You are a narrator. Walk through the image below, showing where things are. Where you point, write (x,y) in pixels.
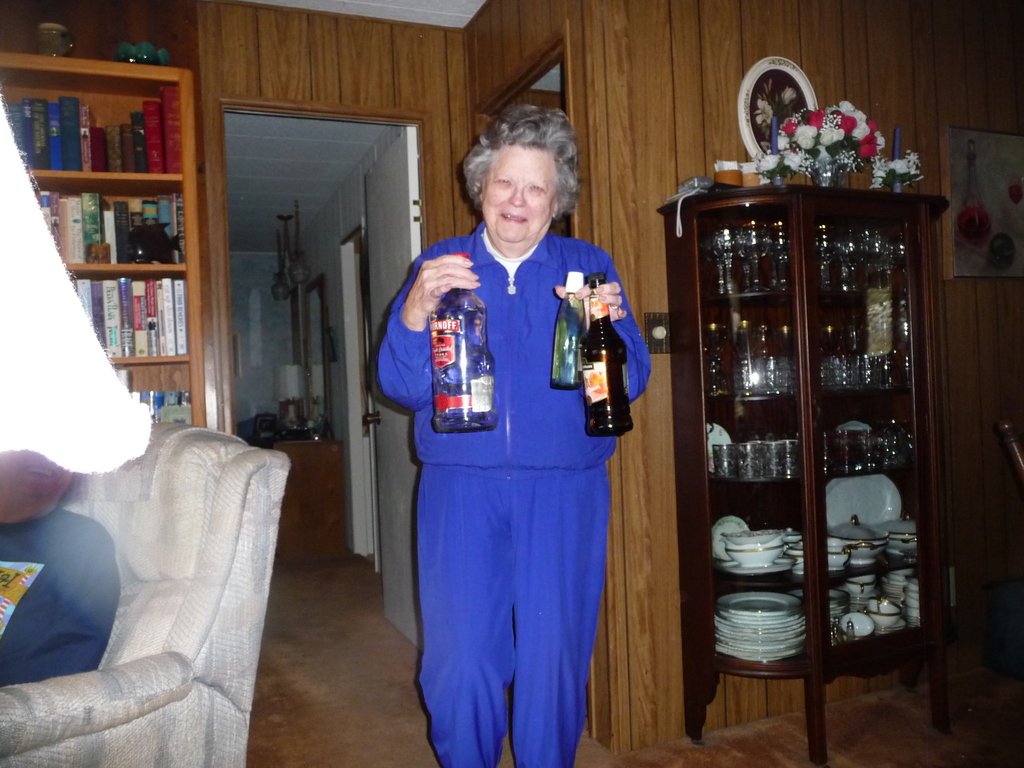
In this picture there is a woman (520,338) holding three bottles (455,375) in her hand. There are few glasses (747,364), bottles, plates (834,597) in the cupboard (738,346). There is a flower pot (848,140), frame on the cupboard (861,191). There are many books (85,121) which are arranged in a shelf (146,385). There is a sofa (130,695) and few objects (290,382) at the background (320,408).
